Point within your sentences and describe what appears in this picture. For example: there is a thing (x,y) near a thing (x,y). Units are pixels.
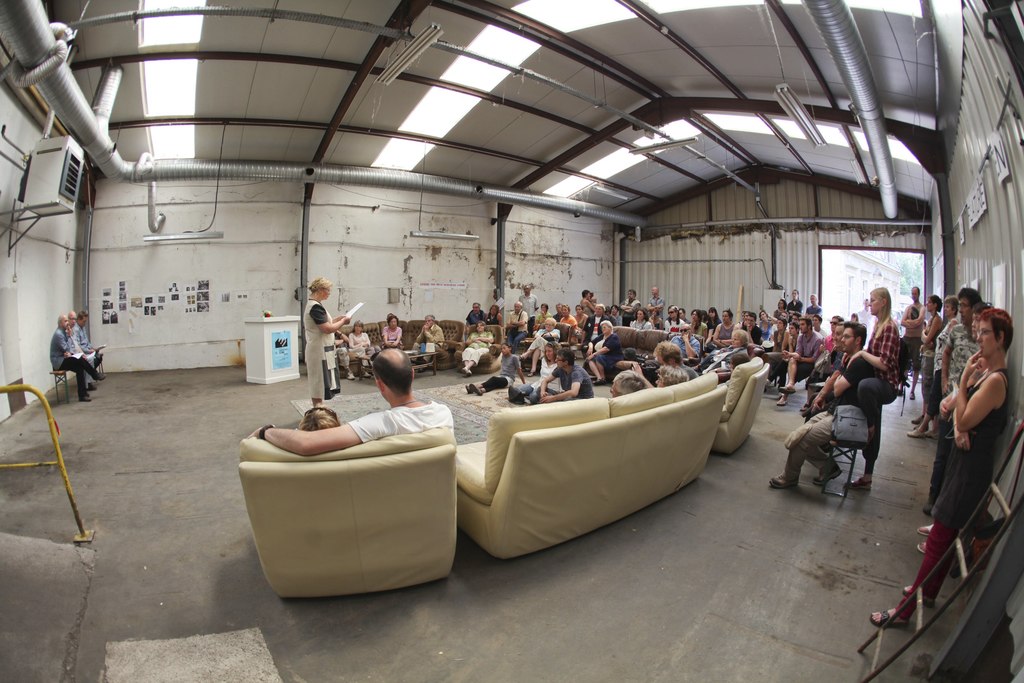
In this image I can see a shed (139,160), under the shed (133,256) I can see a few persons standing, few persons (707,322) sitting on couch (490,453), there is a podium (248,340), one woman (336,322) holding a paper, and there are three persons (58,348) sitting on bench (65,384) on the left side (74,318) in front of the wall (72,291), in the right side (918,327) I can see few persons (934,319) standing in front of the wall (1014,472), there is a ladder (947,553) visible beside the wall (982,243).
